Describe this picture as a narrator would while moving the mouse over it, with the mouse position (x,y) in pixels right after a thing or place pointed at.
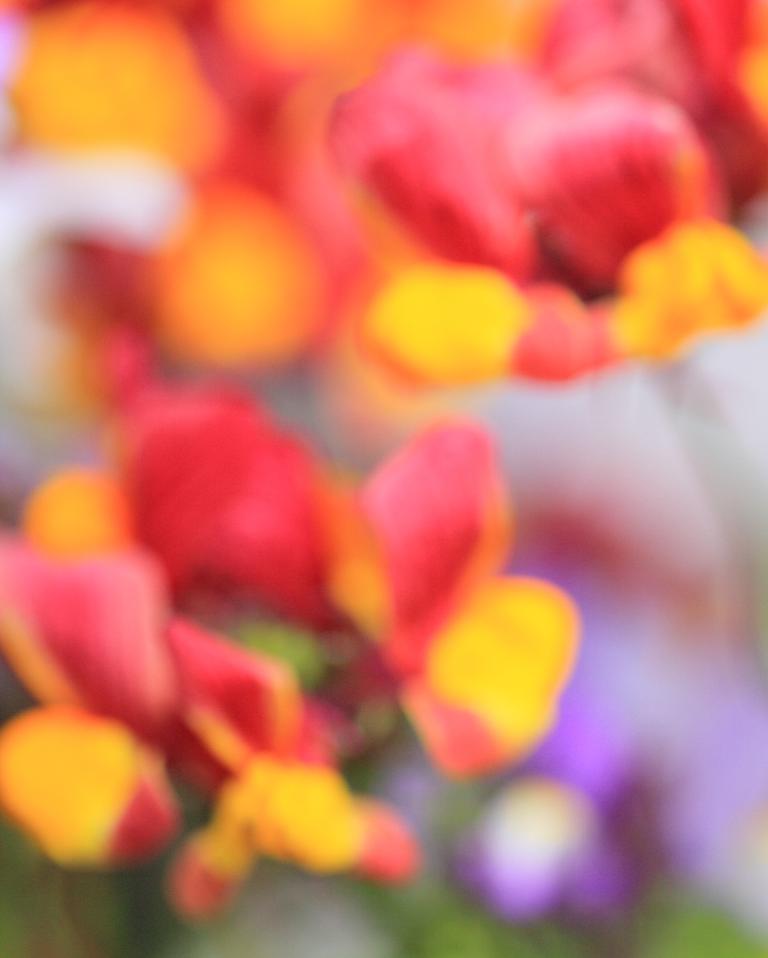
In this picture there are flowers (405,661) which are in red and yellow color. The image is blurry.
